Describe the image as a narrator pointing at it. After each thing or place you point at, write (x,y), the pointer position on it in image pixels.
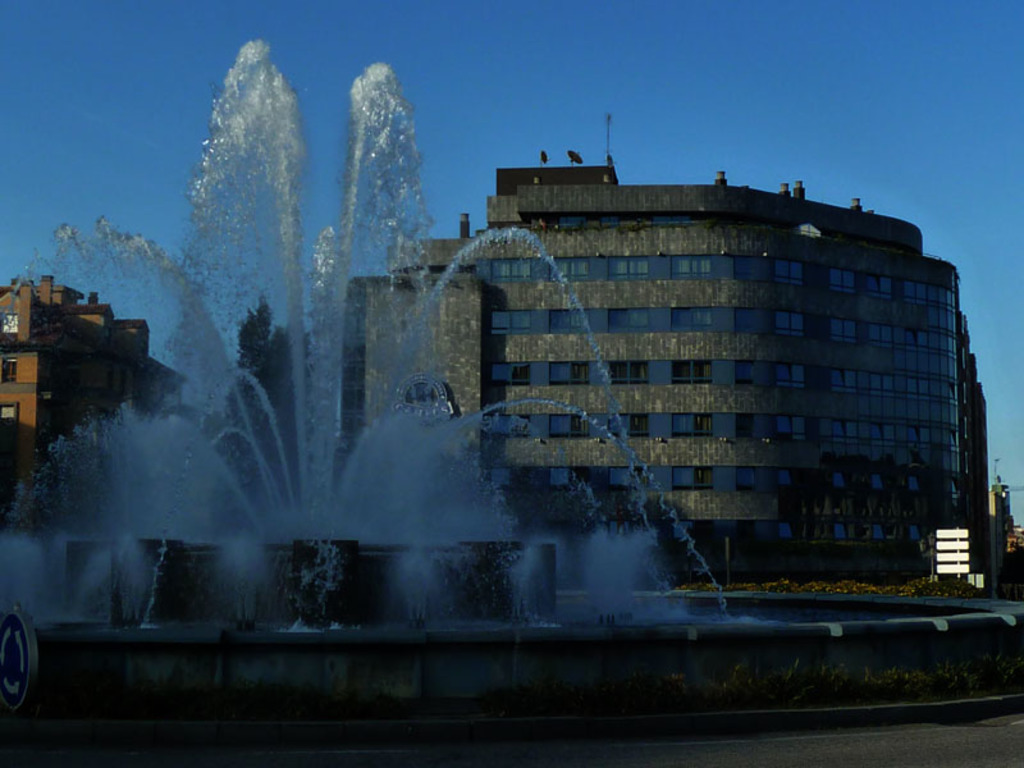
On the left side of the image (128,483) we can see the fountain (323,542). In the background of the image (47,406) we can see the buildings (570,282), poles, satellite dishes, board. At the bottom of the image (881,751) we can see the road (575,753). At the top of the image (918,14) we can see the sky (770,6).
